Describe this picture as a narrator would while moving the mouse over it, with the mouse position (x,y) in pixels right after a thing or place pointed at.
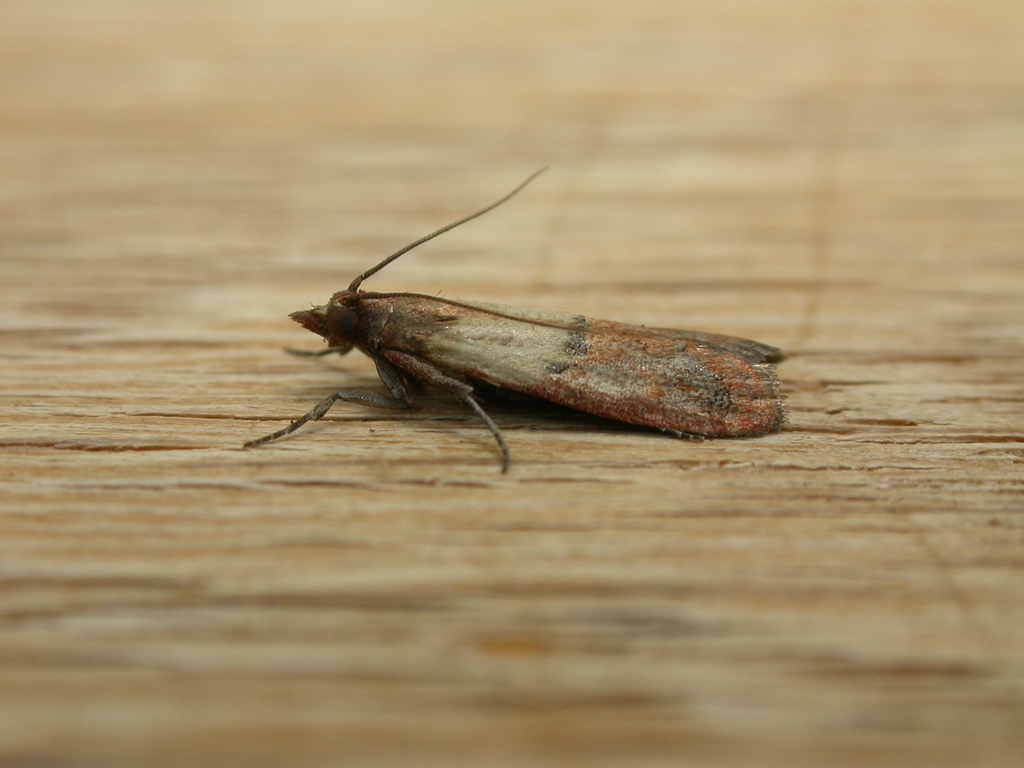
In this image in the center (540,358) there is one insect (366,347), and at the bottom (549,674) there is one wooden board (535,640).
